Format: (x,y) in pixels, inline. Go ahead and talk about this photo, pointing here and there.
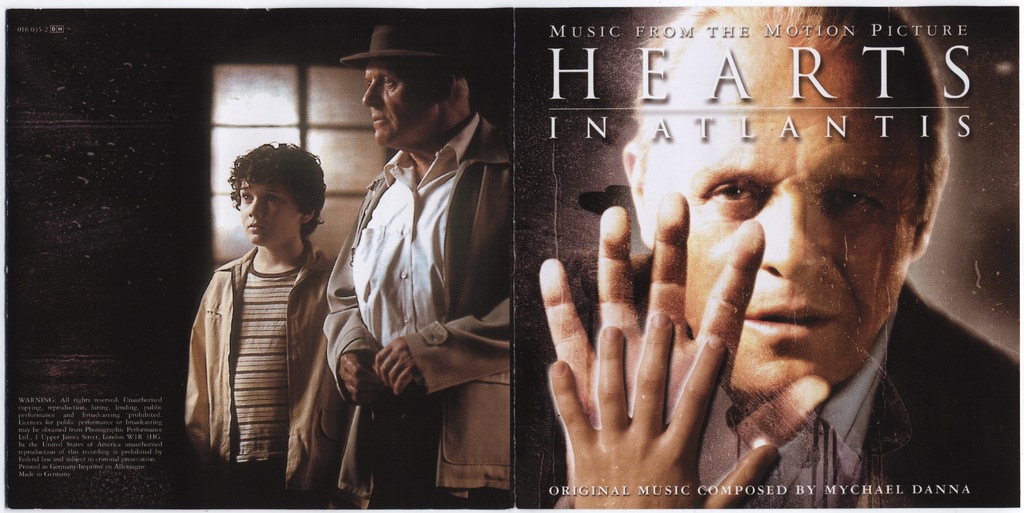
This image looks like a poster. I can see the man (368,421) and a boy (323,412) standing. These are the letters (945,94) in the image. This looks like a window (257,105). This man (416,106) wore a hat (401,50), jerkin (450,264), shirt (416,272) and trouser (409,407). I think this is an edited image.
